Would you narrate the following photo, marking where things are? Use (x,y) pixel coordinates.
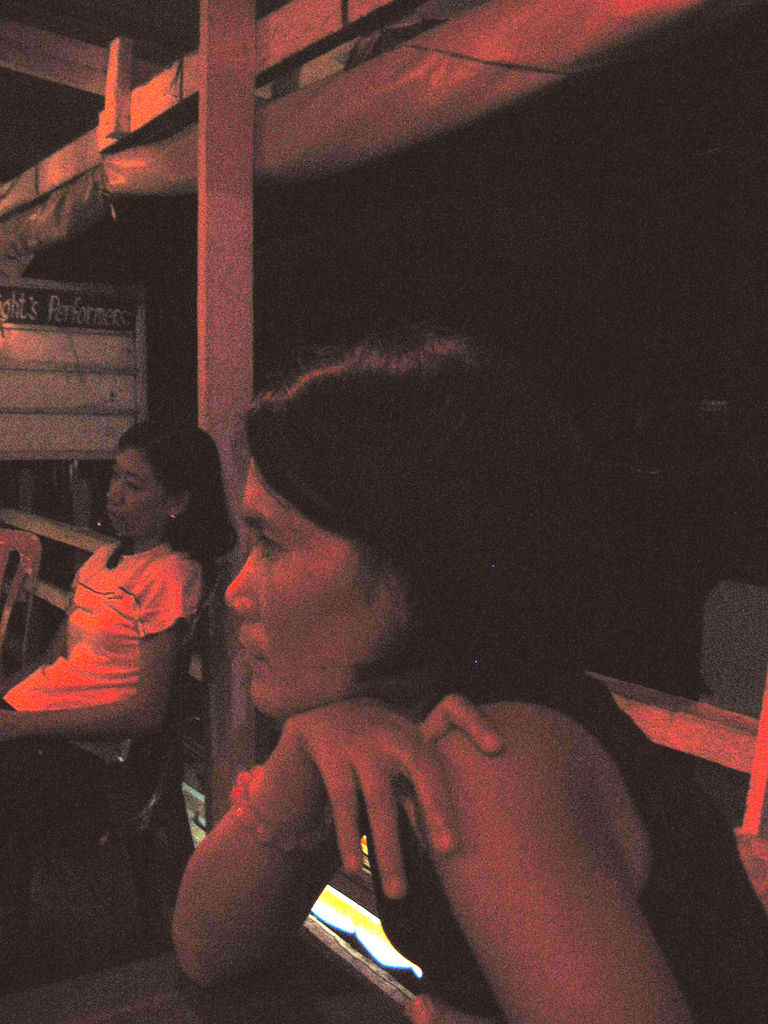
In this image we can see few people (307,822) sitting on the chairs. There is a board (99,401) at the left side of the image (64,361). There is a dark background (749,522) in the image.
